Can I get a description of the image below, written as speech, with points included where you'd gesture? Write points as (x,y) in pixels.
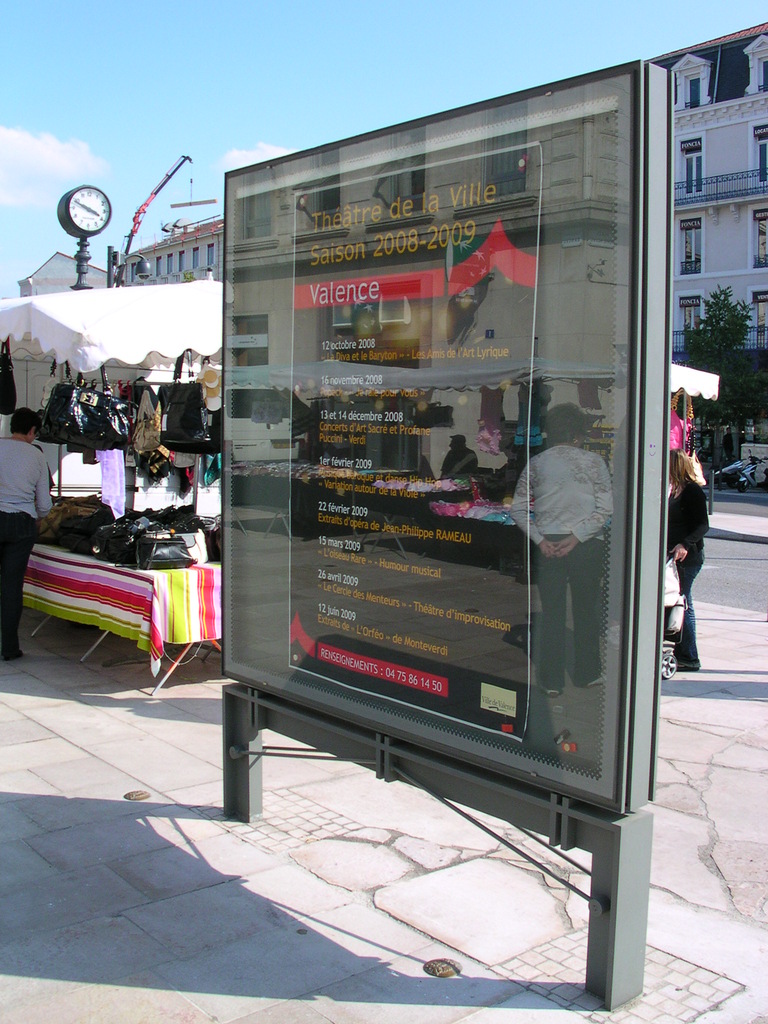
In this image we can see a board (484,600) with some text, stall (40,572) beside the board (637,600) and a person (17,501) standing in front of the stall (124,472), a person (679,469) standing in front of the board (259,194) holding an object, there is a building (704,233), a clock (99,201), tree (717,367) in front of the building (744,281).
